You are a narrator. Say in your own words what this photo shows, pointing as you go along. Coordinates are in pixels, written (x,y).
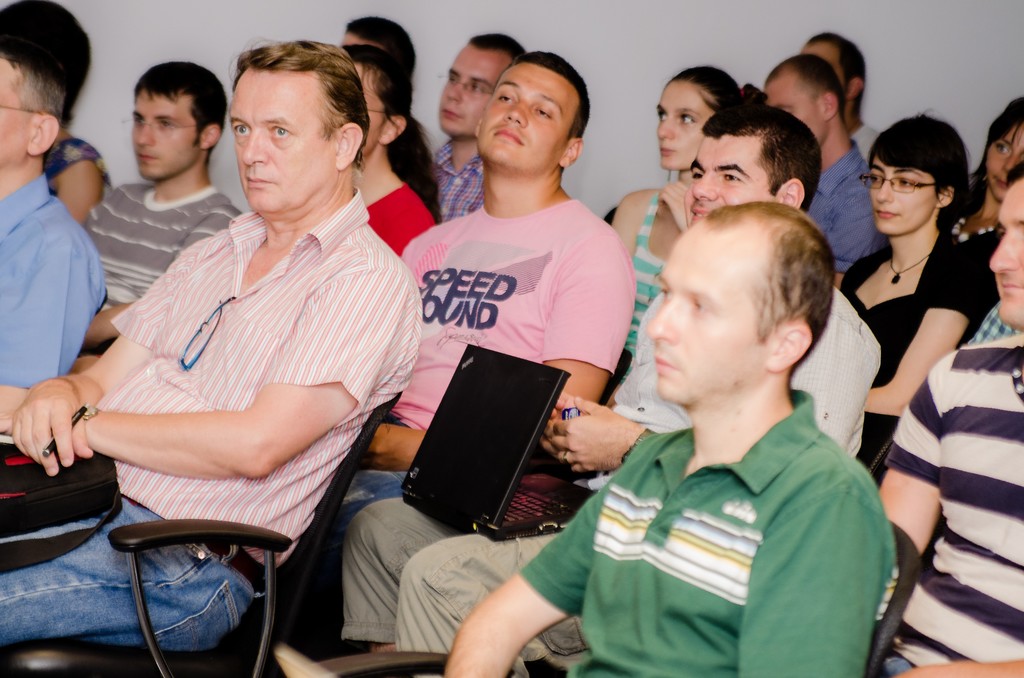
In the picture I can see a group of people (596,247) are sitting on chairs (607,394). I can also see a laptop (538,529), a white color wall (416,96) and some other objects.
